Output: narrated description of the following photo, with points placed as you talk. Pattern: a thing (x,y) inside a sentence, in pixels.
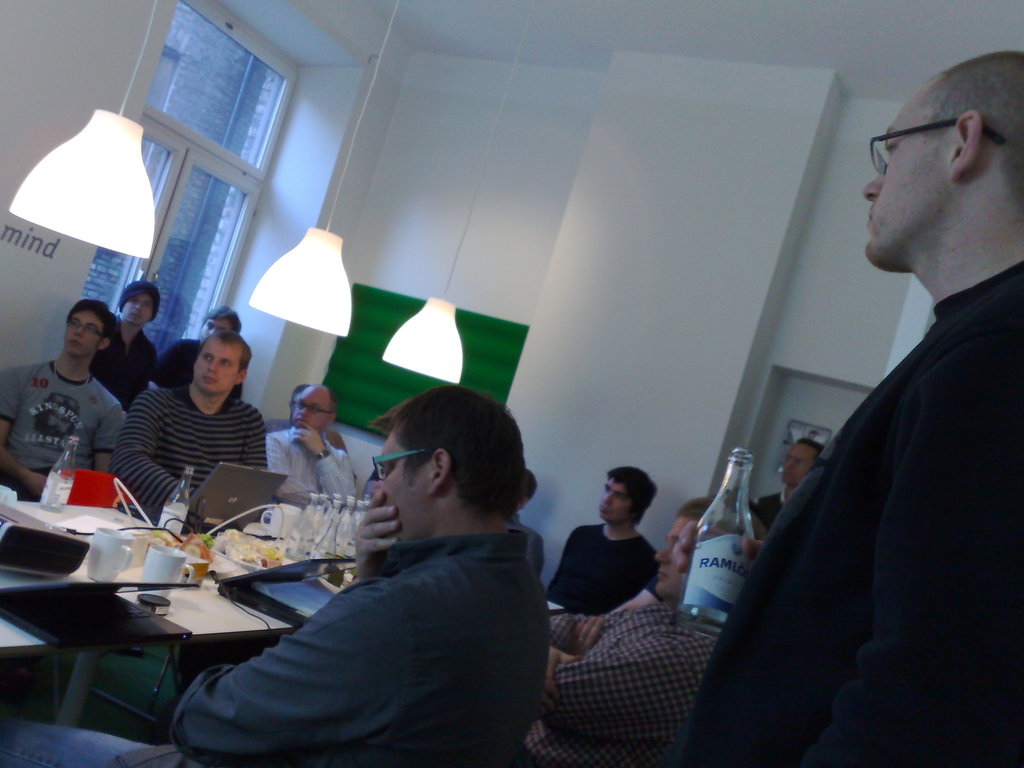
As we can see in the image there is a white color wall (568,172), window (225,177), lights (301,265), few people (202,428) sitting on chairs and there is a table (184,601). On table (253,574) there are laptops (271,572), bottles (342,528), cups (175,562) and plates (222,561).
